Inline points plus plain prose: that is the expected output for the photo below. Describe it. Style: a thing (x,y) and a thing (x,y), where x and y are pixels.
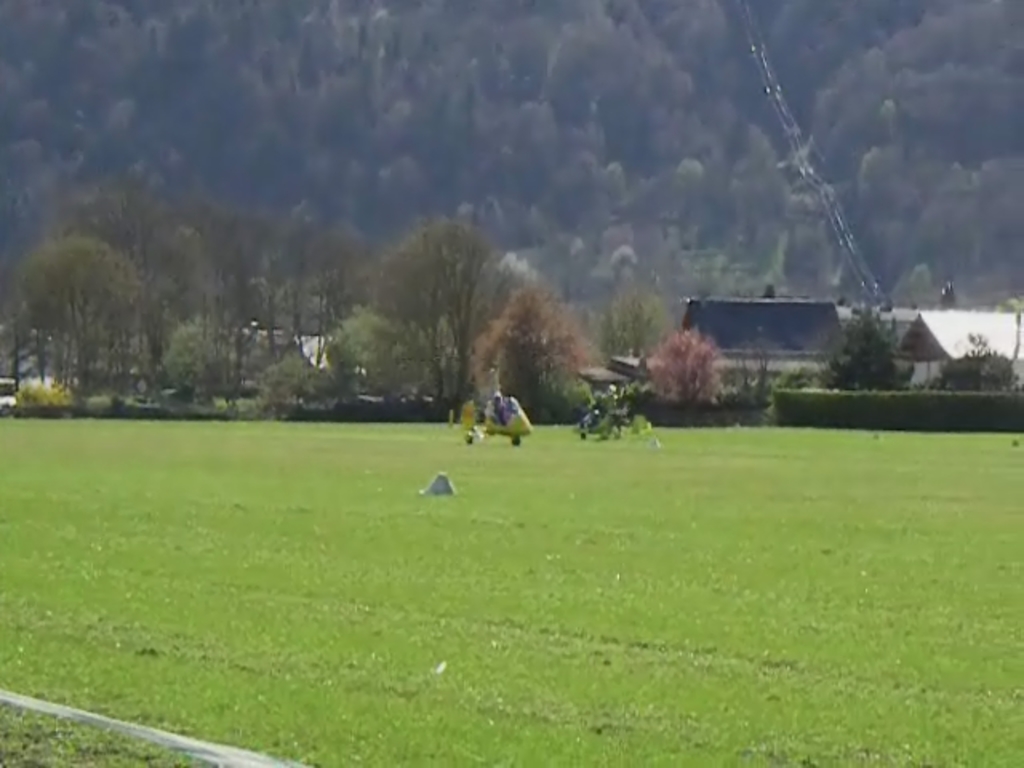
In this picture we can see few vehicles (604,409) on the grass (639,537) and few people (617,413) are seated in the vehicles (591,411), in the background (577,397) we can find trees (529,286) and houses (879,312).
